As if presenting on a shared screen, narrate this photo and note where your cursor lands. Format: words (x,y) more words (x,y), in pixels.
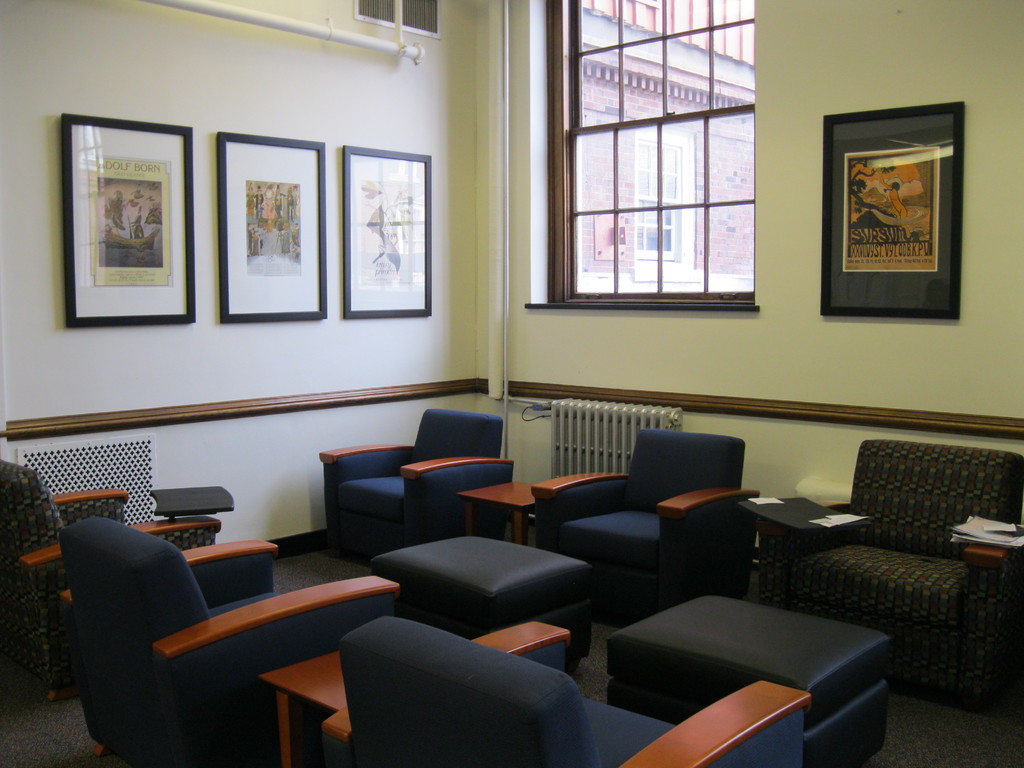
In the foreground of this image (578,497), there are sofas (456,531) and two tables (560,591). We can also see few frames (126,213), wall (929,360) and a window (709,204).
